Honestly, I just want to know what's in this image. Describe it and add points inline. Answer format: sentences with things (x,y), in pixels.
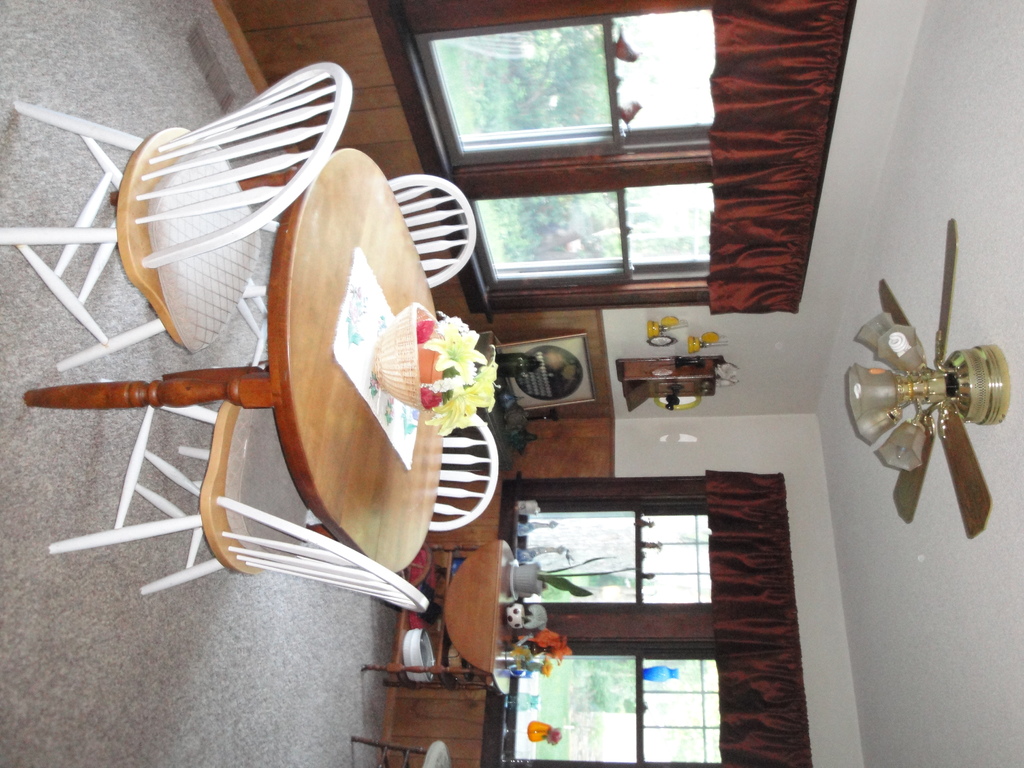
In this image we can see the interior of the house (73,487). There is a fan (952,426) in the image. There are many objects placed on the tables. There are many objects (697,382) on the wall (713,406). There are many trees (486,101) and plants (539,663) in the image. There is a grassy land (563,711) in the image. There are many chairs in the image. There are windows (468,92) in the image.
